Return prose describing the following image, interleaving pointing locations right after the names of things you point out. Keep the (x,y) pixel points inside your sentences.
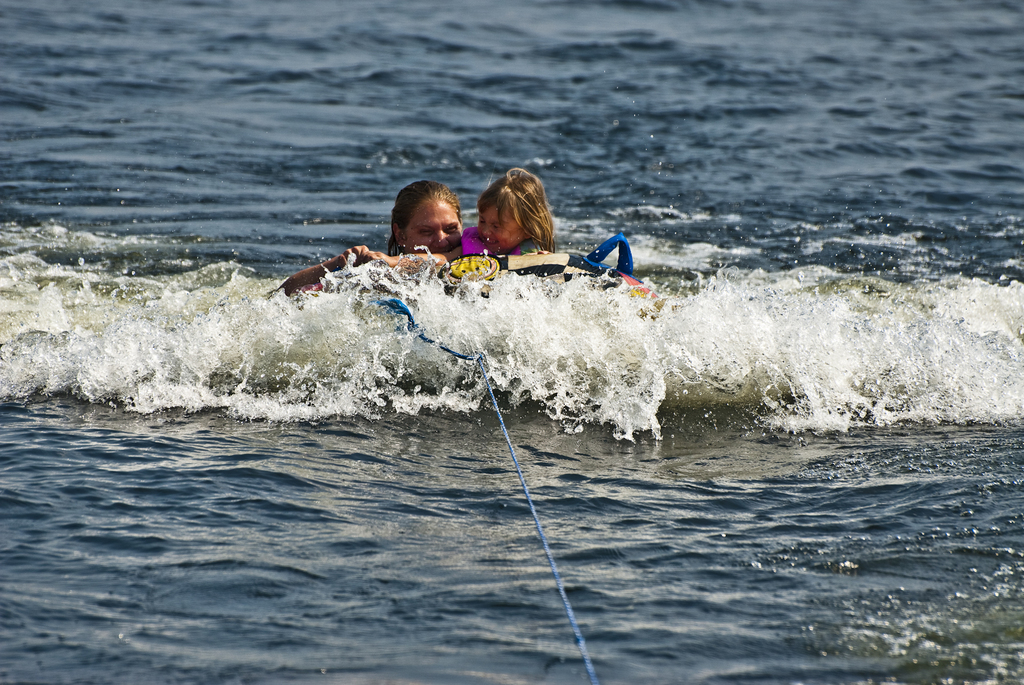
In this image a lady (428,230) and a girl (529,230) are surfing on water surface (578,433). Here there is a rope (525,486).
